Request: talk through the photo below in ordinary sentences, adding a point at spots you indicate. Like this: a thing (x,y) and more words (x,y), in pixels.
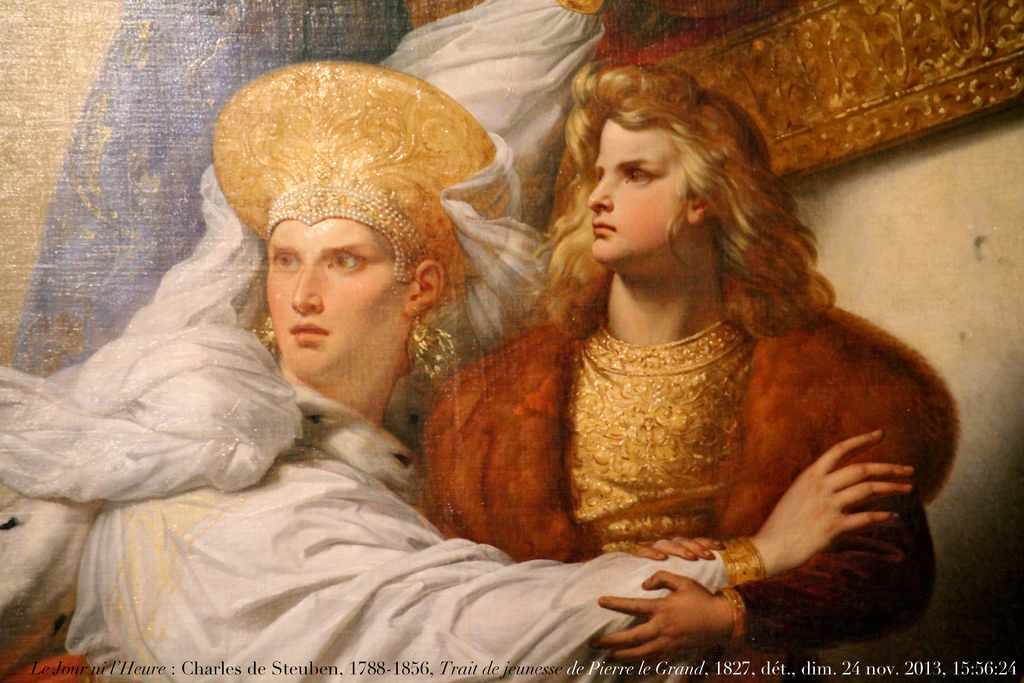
In the foreground of this painted image, there are two people (583,528) one is in white dress (371,549) and another in brown color. In the background (938,243), there is a wall (936,214) and a gold color object (846,70). At the top left (120,50), the object (121,65) is not clear.
